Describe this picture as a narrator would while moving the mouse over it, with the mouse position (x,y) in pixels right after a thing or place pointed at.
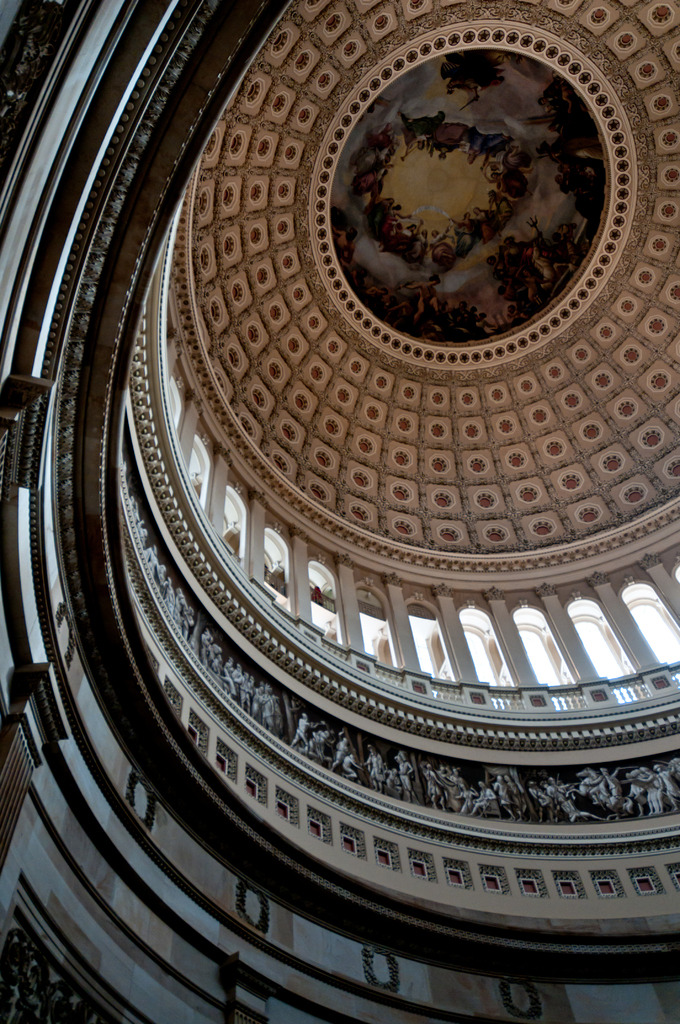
It is an inside view of a building (323,480). In this image, we can see walls (353,886), pillars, railings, design (633,947) and carvings (605,57).
